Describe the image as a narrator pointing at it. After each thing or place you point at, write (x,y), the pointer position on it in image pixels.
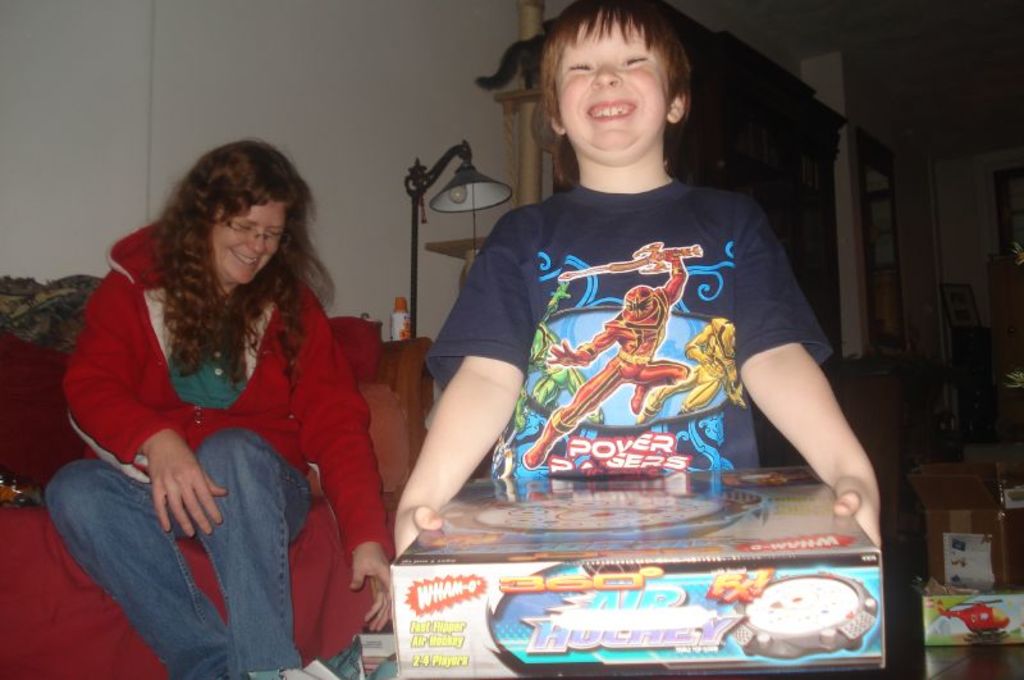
In this image, there are a few people (517,273). Among them, we can see a person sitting and a person (638,429) is holding some object (668,608). We can see the wall (321,231) and a light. We can also see some wooden objects (750,57). We can see a cardboard box (953,466) and some objects (982,354) on the right (1005,516). We can see the wall (970,201) and some objects (995,346).
